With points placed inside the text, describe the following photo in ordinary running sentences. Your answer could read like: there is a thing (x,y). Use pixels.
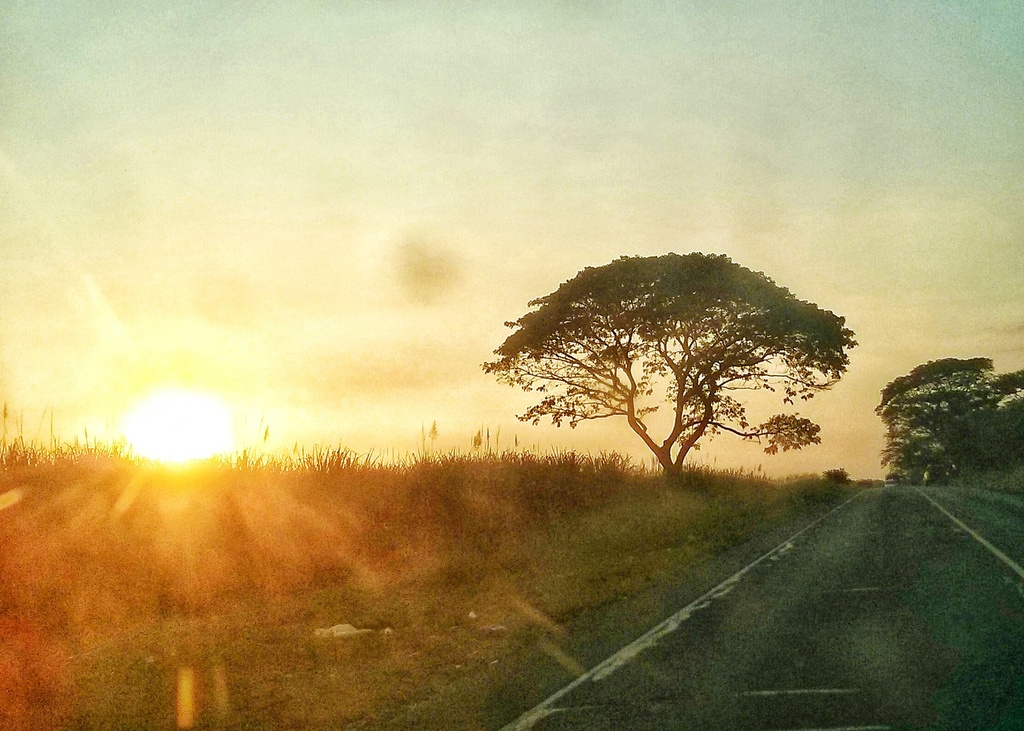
On the right side (853,600) it is the road (912,566), in the middle (623,298) there is a tree (586,331). On the left side (231,415) it is the sun (168,436) in the sky (376,194).
